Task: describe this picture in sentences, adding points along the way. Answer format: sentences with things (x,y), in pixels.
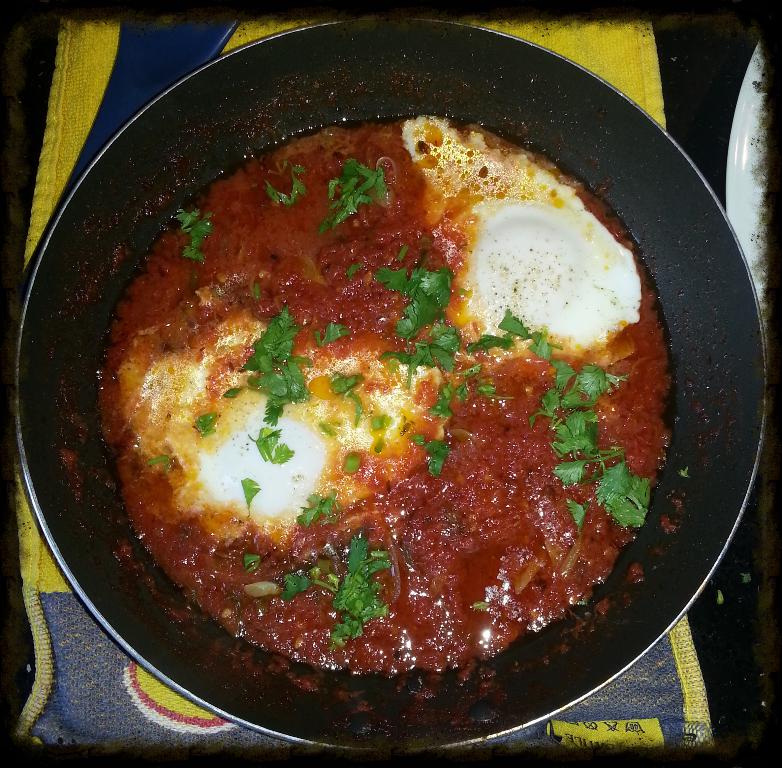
In this image we can see a food item (568,407) on the black color pan (701,481) is placed on the napkin (115,37) which is in blue and yellow color. Here we can see the plate (750,154).
